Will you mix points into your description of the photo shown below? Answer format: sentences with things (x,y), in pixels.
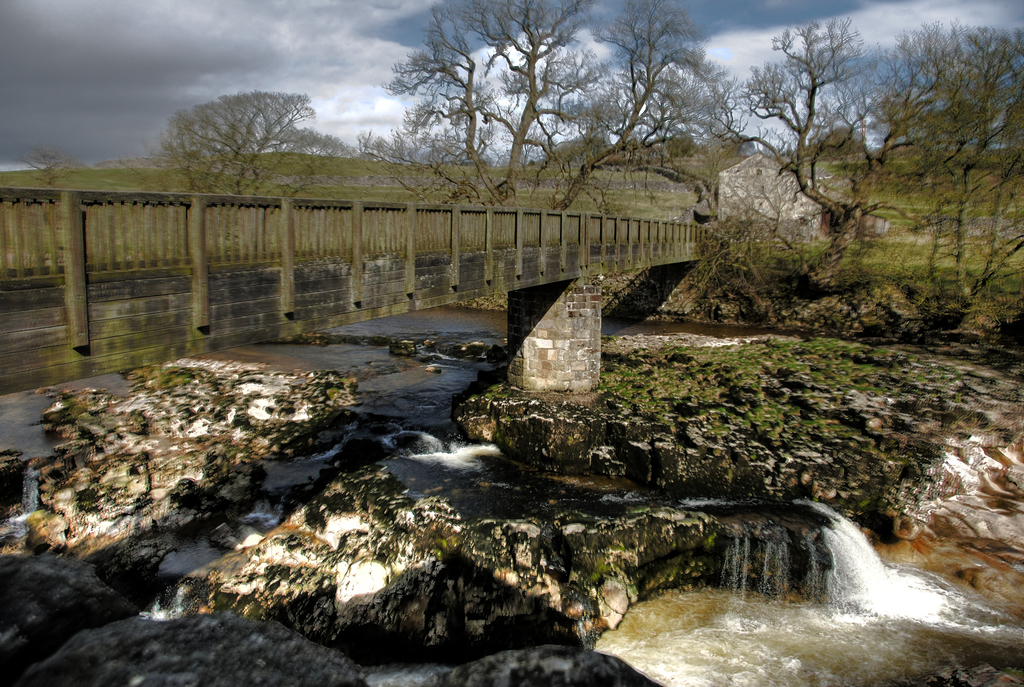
In the left side (334,240) it is a bridge (537,387), in the down water (832,550) is flowing, these are the trees (668,89) in the right side of an image (751,100).
